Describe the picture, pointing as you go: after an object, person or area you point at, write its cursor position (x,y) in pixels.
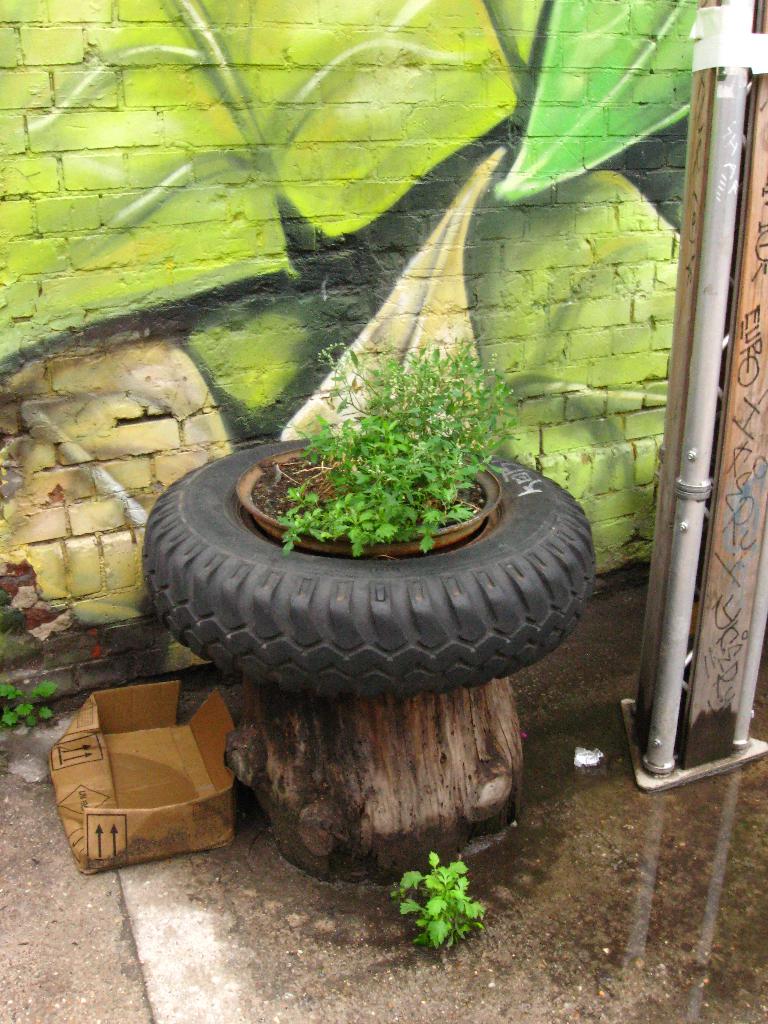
In this picture we can see a tire (272,638), house plant (345,440), box (149,715), pipe (694,464) and in the background (465,274) we can see a wall (274,316) with painting (430,228).
